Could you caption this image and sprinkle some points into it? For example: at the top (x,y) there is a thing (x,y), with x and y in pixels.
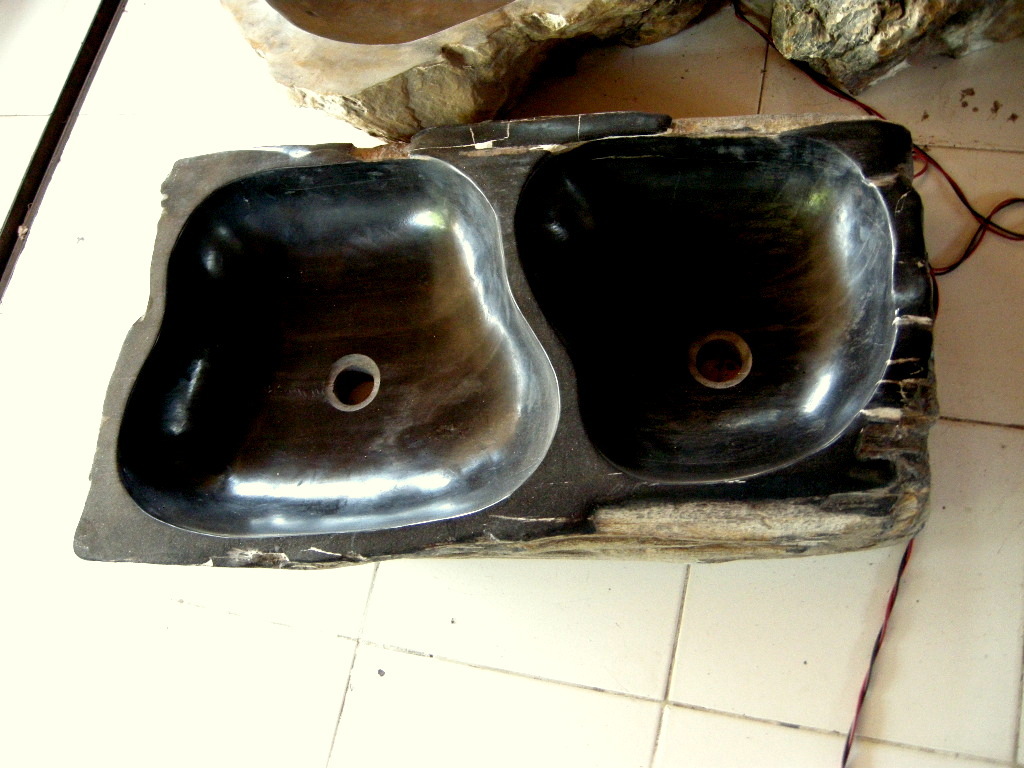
In this image in the center (560,442) there is some object (448,214), and at the bottom (662,663) there is floor (958,318) and also there are some wires (980,217). In the background (546,46) also there are some other objects (334,27).
